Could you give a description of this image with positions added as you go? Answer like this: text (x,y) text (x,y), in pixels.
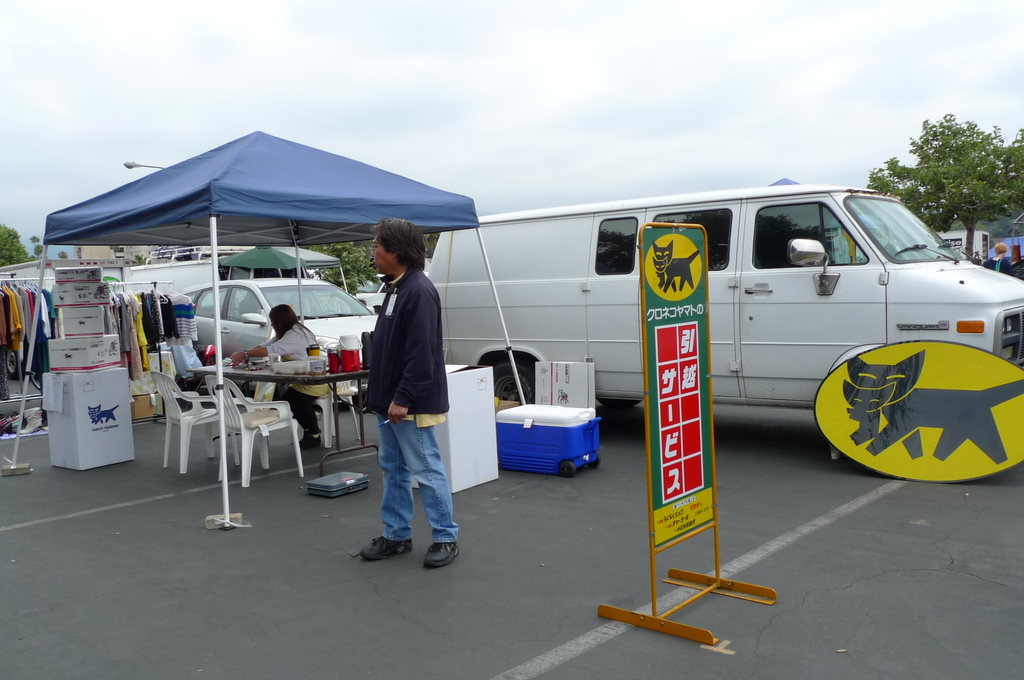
In the foreground of this picture (491,435), there is a man (404,346) standing on the road (500,526) and there are signage (666,477), boards (881,423), box (568,447), tents (212,202), tables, chairs (189,416), cloths (131,309), cardboard boxes (82,323) and a woman (297,332) sitting on the chair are present in the front side of the image (220,385). In the background (641,391), there are vehicles (714,275), trees (367,267), buildings (133,247), poles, tents (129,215), sky (189,130) and the cloud (511,117).
